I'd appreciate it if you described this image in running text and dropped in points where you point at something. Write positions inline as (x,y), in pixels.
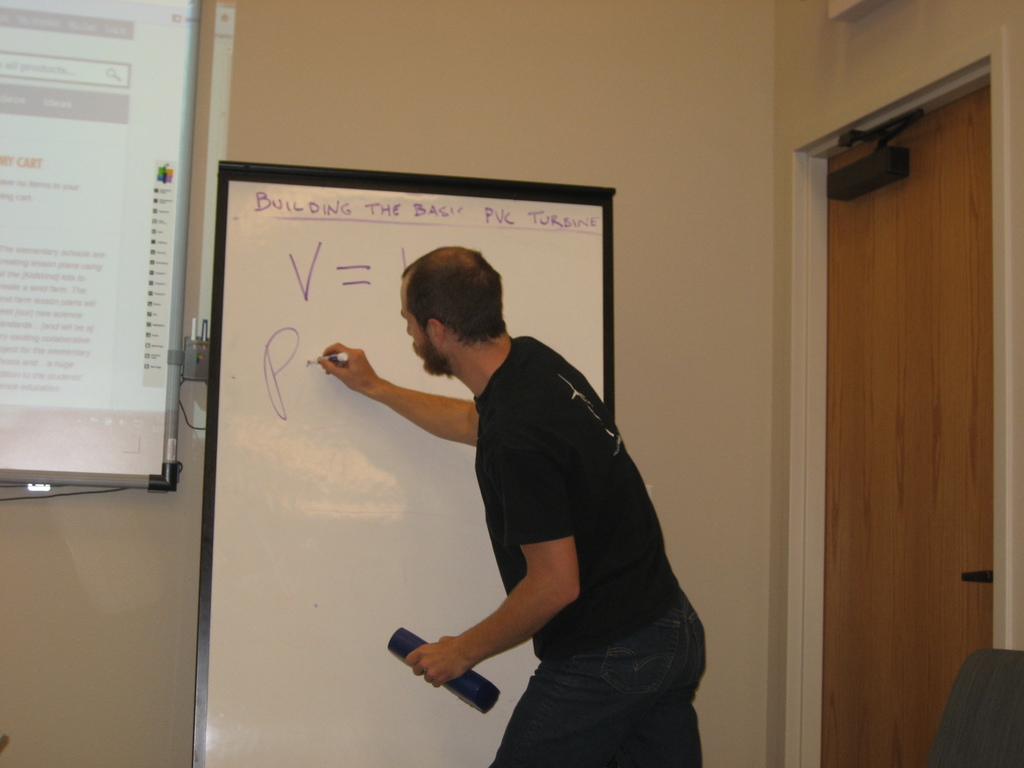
In this picture there is a person (572,542) wearing black dress (608,595) is holding a marker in one of his hands (348,370) and an object (453,682) in his another hand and writing some thing on the board (363,289) in front of him and there is a projected image (80,219) in the left corner (77,229) and there is a door (851,360) in the right corner (915,428).
